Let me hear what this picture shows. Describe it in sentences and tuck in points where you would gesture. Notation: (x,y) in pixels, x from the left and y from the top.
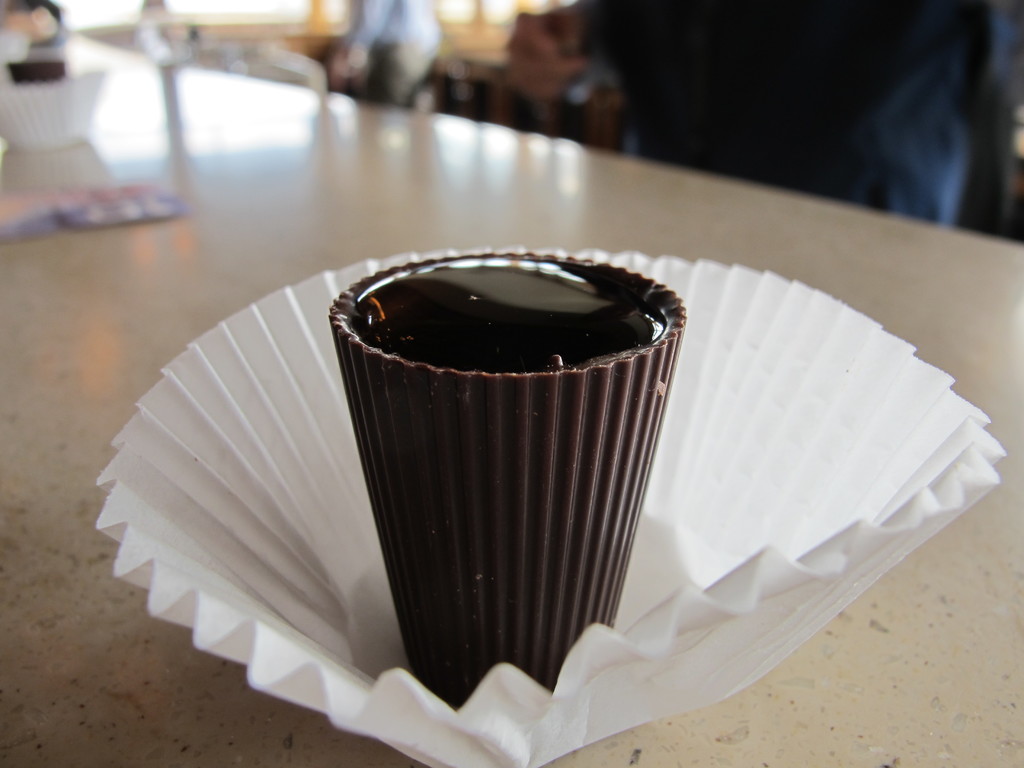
Here I can see a chocolate (397,489) along with white color paper (219,507) which is placed on the table (973,629). The background (773,56) is blurred.
